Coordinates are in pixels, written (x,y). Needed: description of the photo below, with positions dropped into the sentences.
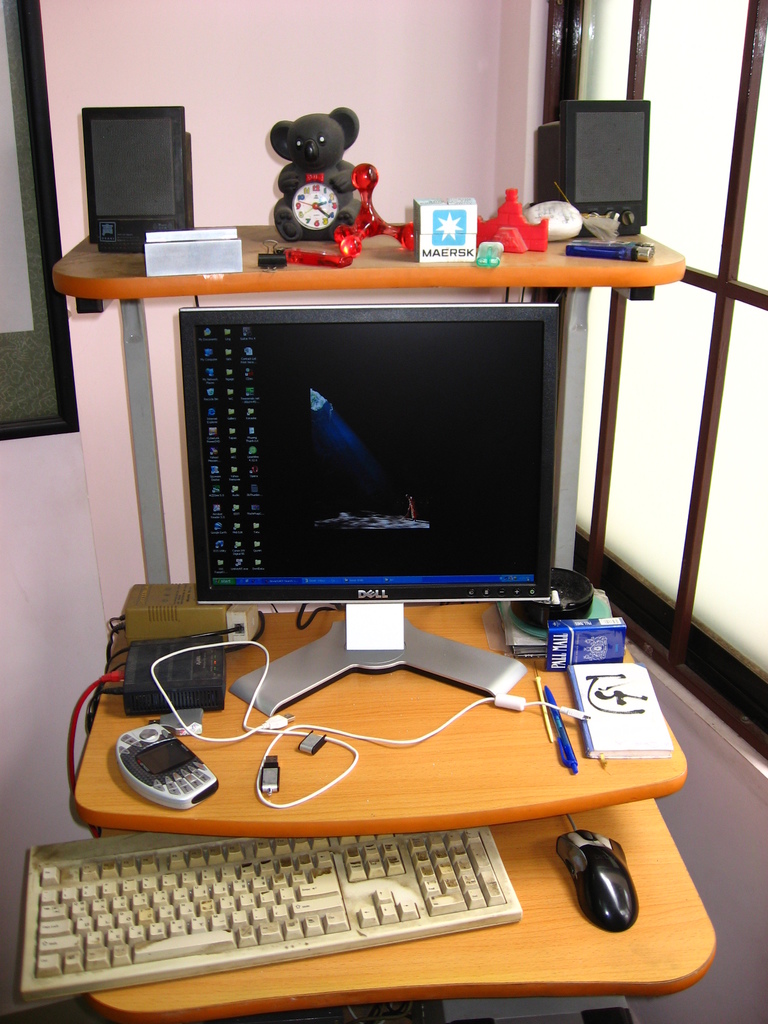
This picture is of inside the room (589,560). In the foreground (430,791) we can see a table (501,749) on the top of which a monitor (419,486), a keyboard (314,875), a mouse (591,839), pen (554,719) and some books (599,679) are placed, behind that we can see another table (595,274) on the top of which two speakers (617,114) and some toys (338,174) are placed. In the background (458,117) we can see a wall (333,8) and a window (727,333) on the right side (697,527).
